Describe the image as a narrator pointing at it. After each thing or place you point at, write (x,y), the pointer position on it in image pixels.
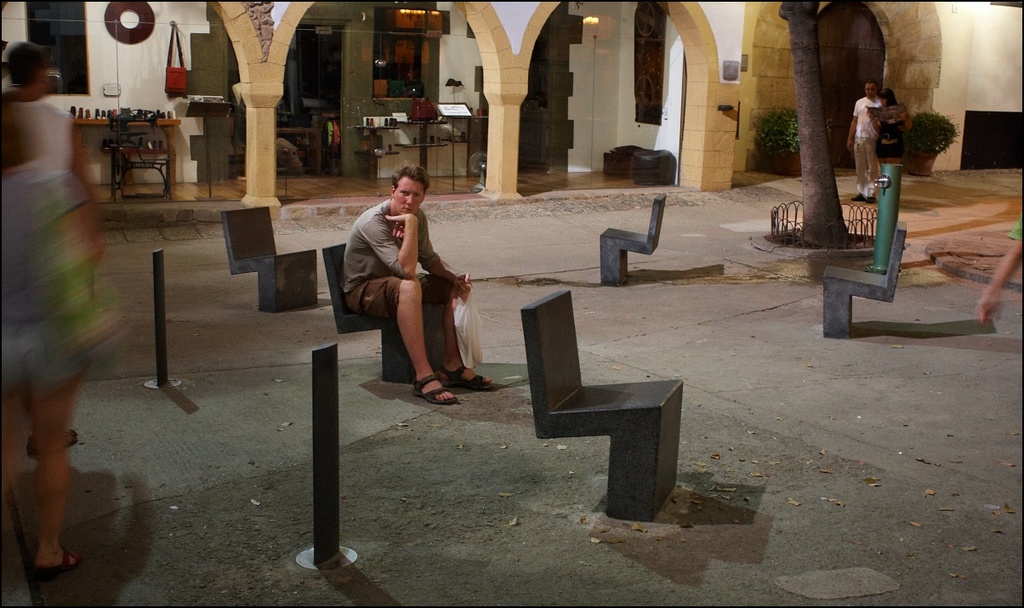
In this image we can see there is a person (399,270) sitting on the chair (358,316). There are chairs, people (867,128), house plants (941,119) and arches (529,75). There is a bag (178,70) and an object (133,39) on the wall (159,81). There are poles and objects (120,150).
